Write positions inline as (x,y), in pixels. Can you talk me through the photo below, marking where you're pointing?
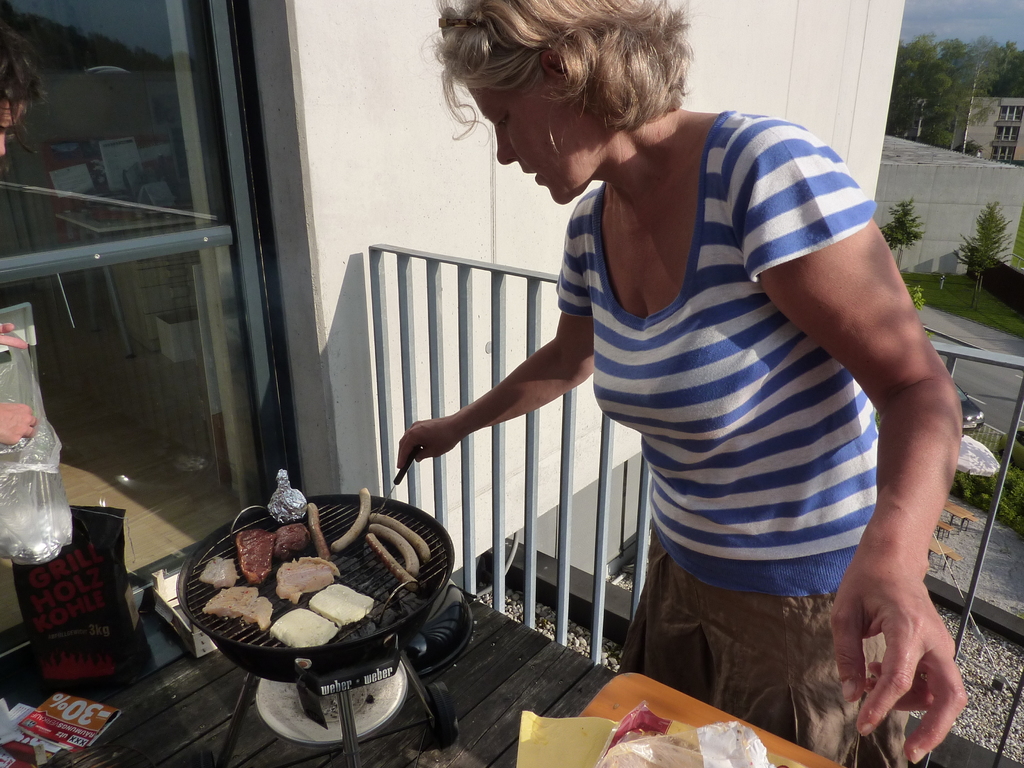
In this image there is a person (545,13) standing and cooking something, there are food items (294,565) that are getting grilled on the barbecue grill (221,638), and there are some objects (584,738) on the table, there is another person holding a cover (56,509), and in the background (970,243) there are plants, benches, a vehicle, there is road (1004,413), there are buildings (956,167), trees (984,231), and sky (910,23).
